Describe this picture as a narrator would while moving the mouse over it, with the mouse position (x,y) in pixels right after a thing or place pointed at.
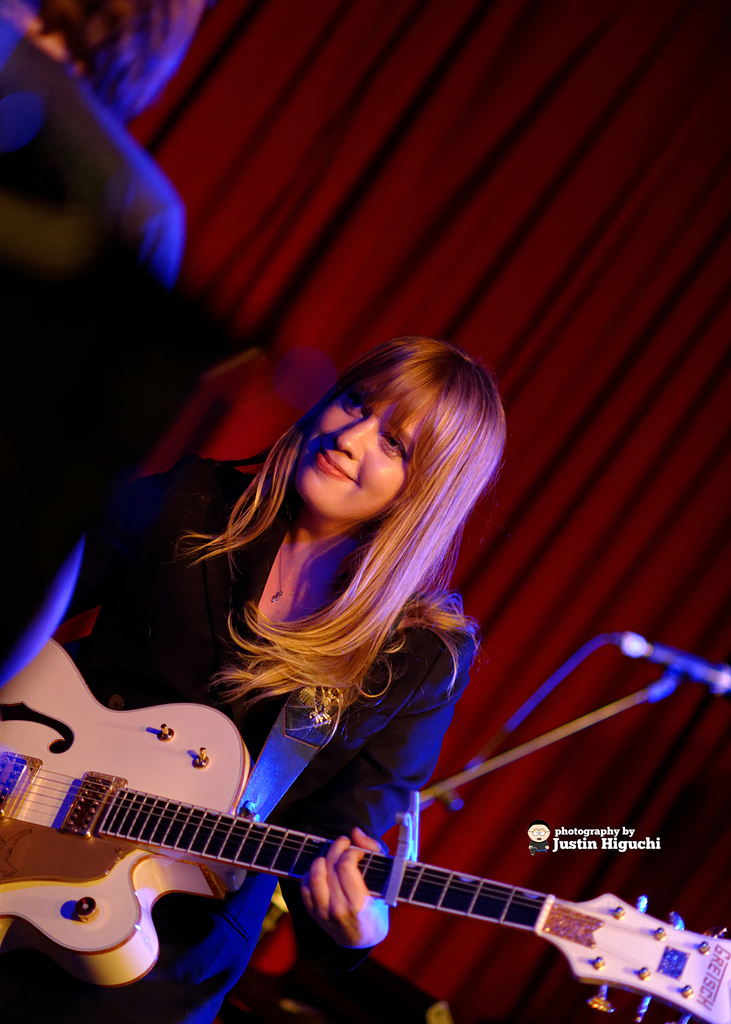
In this image I can see a woman (374,715) wearing a black dress (382,726) is standing and holding a guitar (654,924) in her hand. In the background (403,289) I can see a person (131,105), a red curtain (477,272) and a microphone (619,642).
